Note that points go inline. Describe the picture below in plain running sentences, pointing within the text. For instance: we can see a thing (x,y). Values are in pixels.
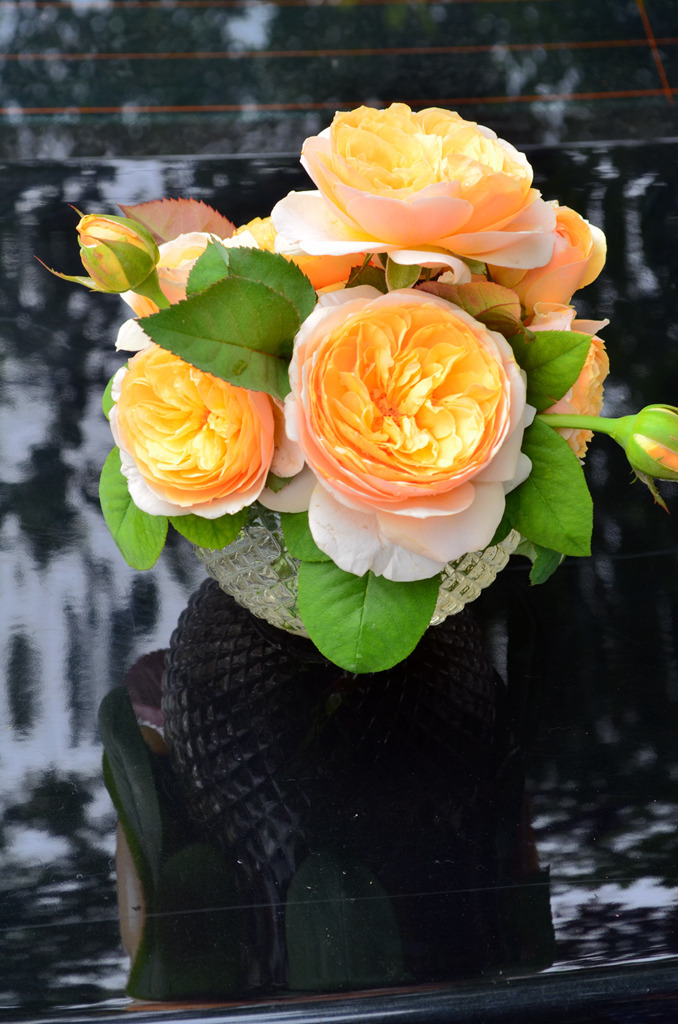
In this picture we can see flowers (293,478), leaves (229,537) and in the background (42,94) we can see trees (390,48).
